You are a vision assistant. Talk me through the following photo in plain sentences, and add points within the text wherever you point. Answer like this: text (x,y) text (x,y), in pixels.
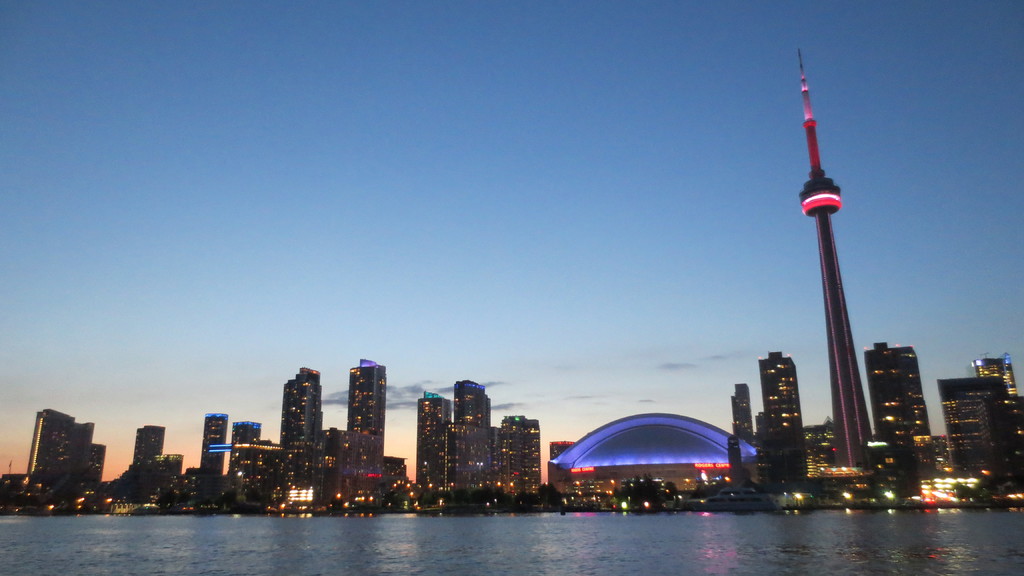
In this picture we can see the reflections (937,557) of lights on the water (289,524). There are buildings (924,469), a tower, lights (966,476) and a few things (176,498) in the background (952,493). We can see the sky (598,294).
